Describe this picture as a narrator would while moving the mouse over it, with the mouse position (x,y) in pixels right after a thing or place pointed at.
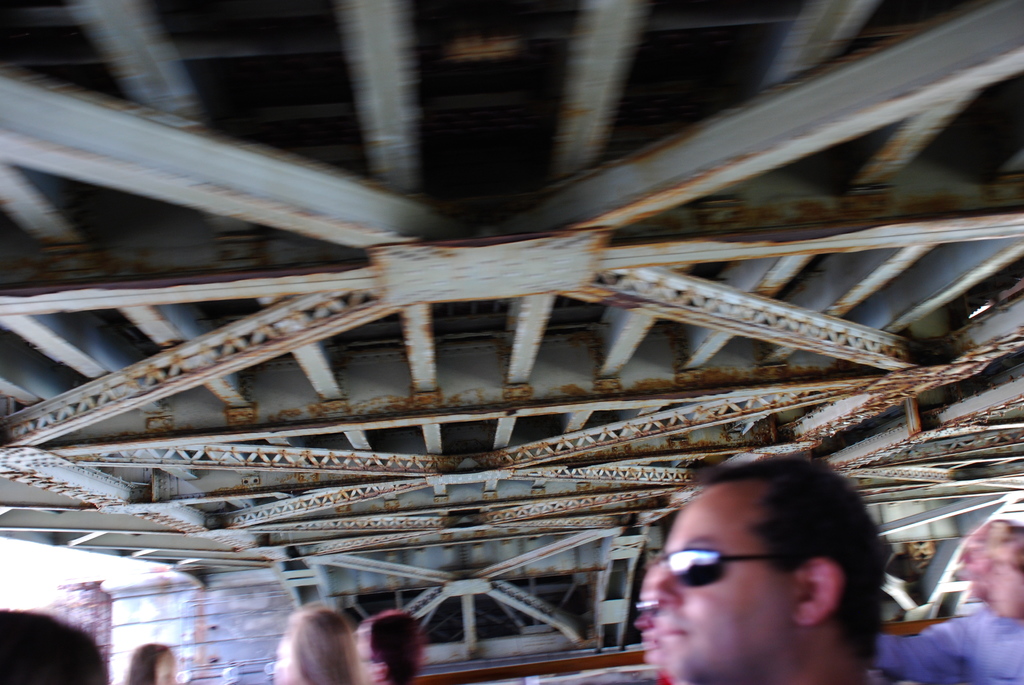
In this image I can see a group of people (930,629), metal rods (557,523), wall (170,629). This image is taken may be during a day.
